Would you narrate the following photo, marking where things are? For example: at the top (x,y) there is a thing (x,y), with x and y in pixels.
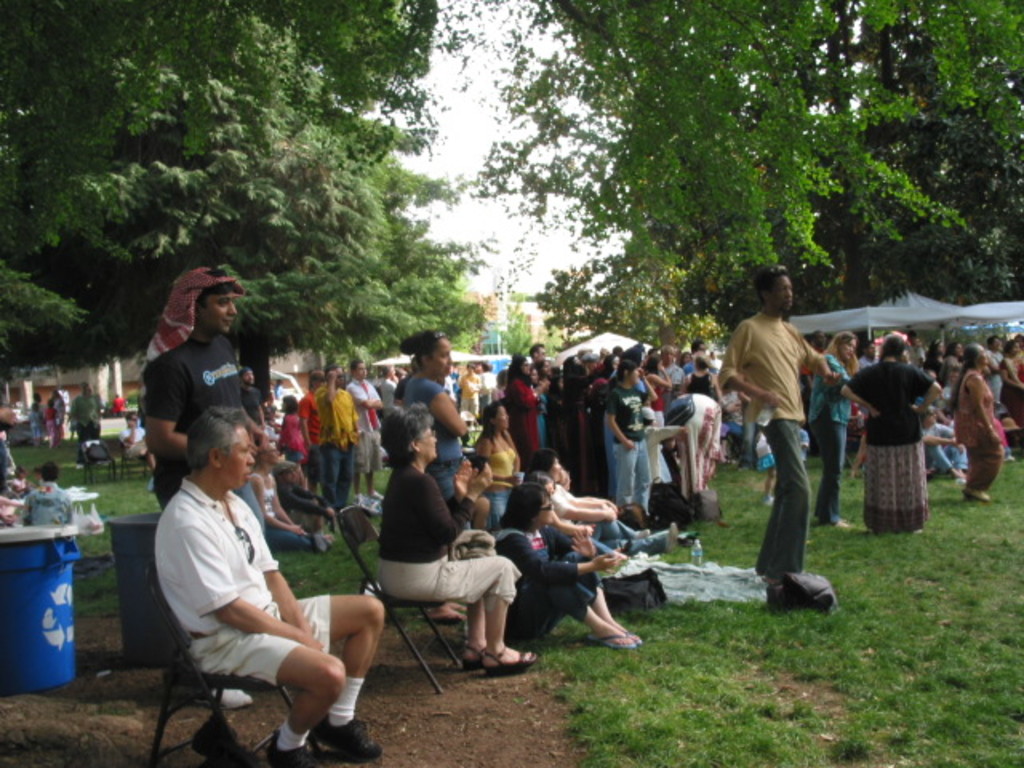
In this image I can see the grass (630,673). I can see some people (430,528). On the left (146,218) and right side (752,178), I can see the trees (674,337). At the top (455,157) I can see the sky (466,159).
